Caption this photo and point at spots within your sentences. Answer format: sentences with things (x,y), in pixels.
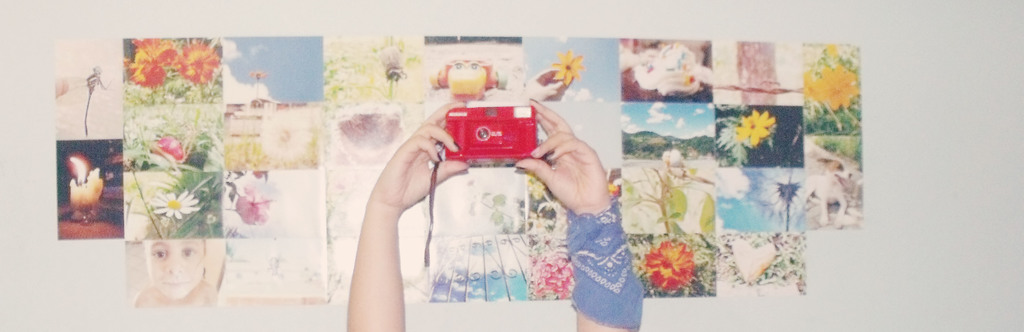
In this image I can see a human hand (425,130) holding a camera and the camera (501,165) is in red color. Background (173,146) I can see few papers (111,160) attached to the wall (91,277) and the wall (125,292) is in white color.
